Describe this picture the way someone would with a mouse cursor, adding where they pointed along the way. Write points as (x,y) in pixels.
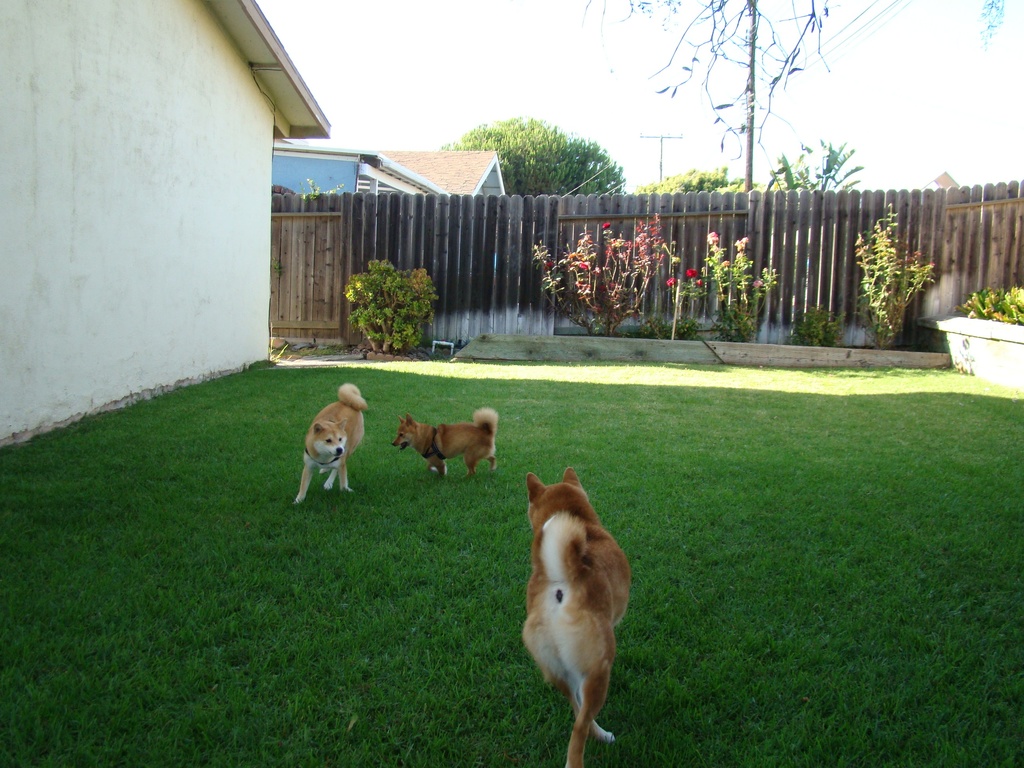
In this image I can see an open grass ground (532,472) in the front (511,512) and on it I can see few dogs (557,505) are standing. In the background (15,364) I can see few buildings (47,336), the wall (103,304), few plants (582,253), few trees (560,137), a pole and few wires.
